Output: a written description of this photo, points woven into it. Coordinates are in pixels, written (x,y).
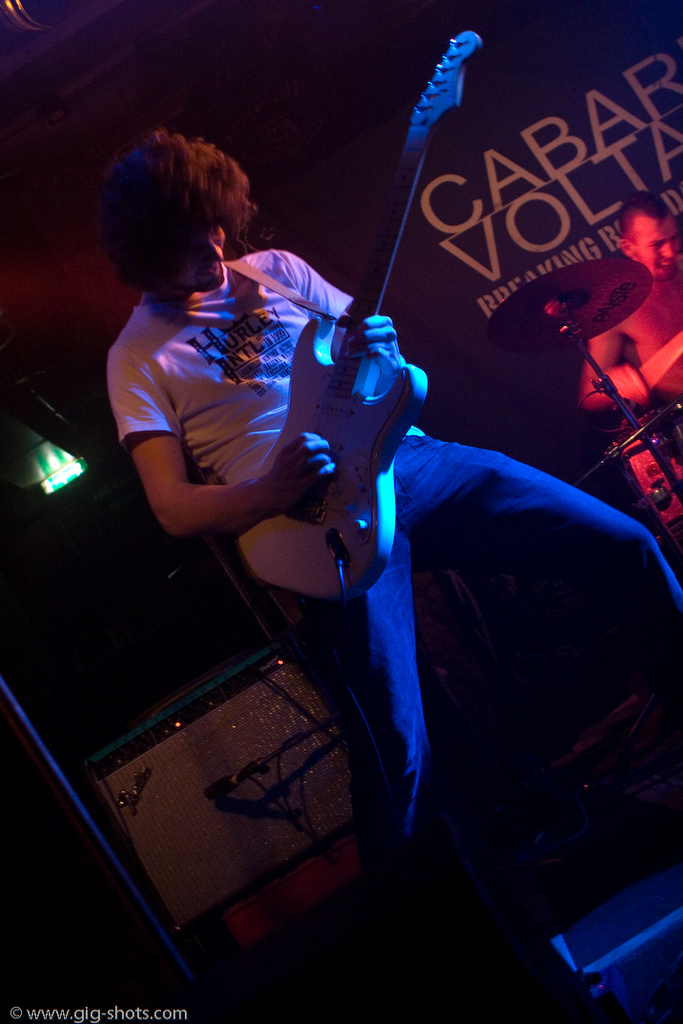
This picture is of inside. In the center (361,591) there is a man (282,351) standing and playing guitar (305,542). On the right corner (652,204) there is another man (661,334) seems to be standing and there are some musical instruments (675,409). In the background (568,128) we can see a banner (575,173) with a text (597,140) on it.
